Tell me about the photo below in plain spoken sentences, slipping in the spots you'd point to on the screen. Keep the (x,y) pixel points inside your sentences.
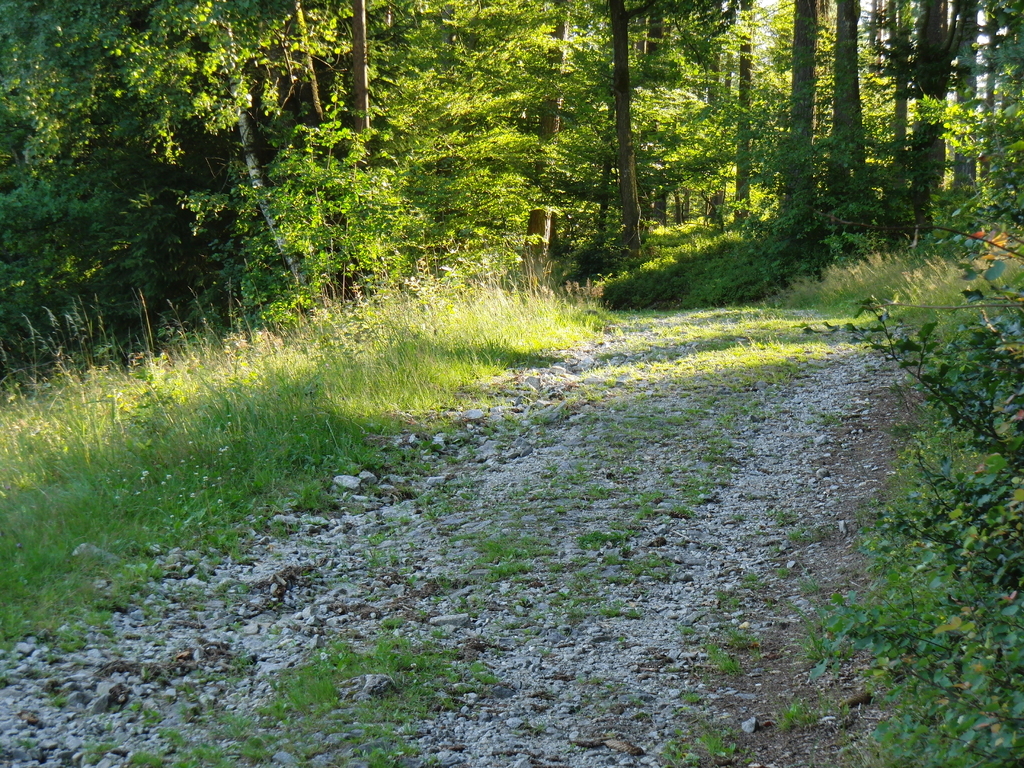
In this image there is some grass (384,701) and rocks (305,627) on the path (778,466). Background (831,255) there are plants (978,638) and trees (925,174).
